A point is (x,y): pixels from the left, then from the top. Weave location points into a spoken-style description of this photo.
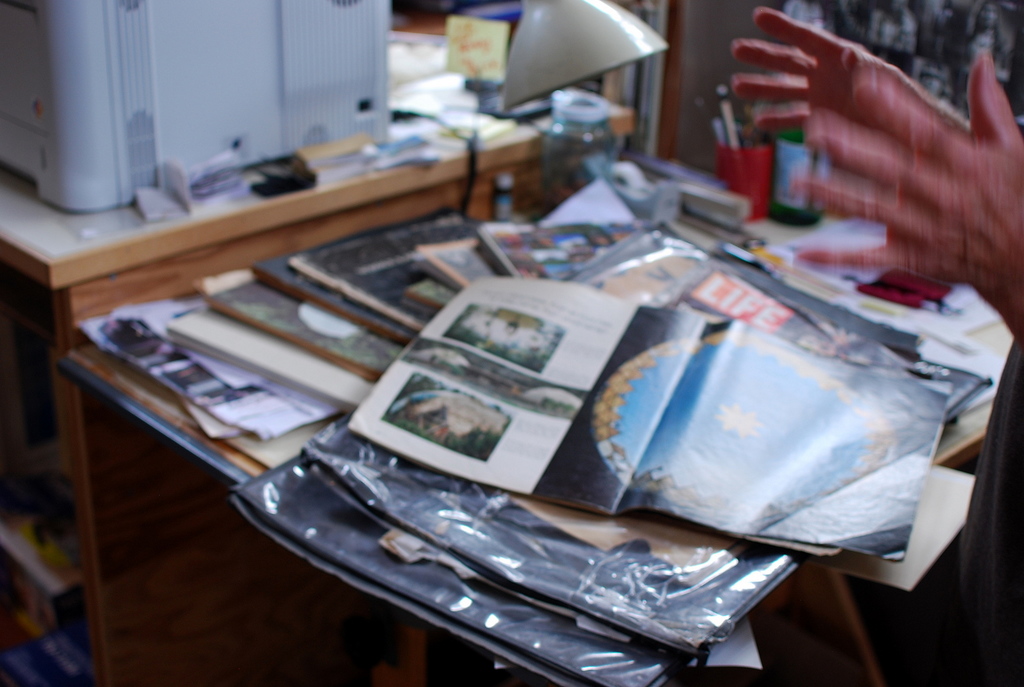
In this image in the front (506,395) there is a table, on the table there are books (570,410), there are bottles (784,172) and there is a pen stand (766,173) and there is a light lamp (547,53). In the background (243,97) there is an object (217,72) which is white in colour on the table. On the right side (964,192) there is a person (1004,180) standing and there is a wall (707,37) in the background (709,37).
